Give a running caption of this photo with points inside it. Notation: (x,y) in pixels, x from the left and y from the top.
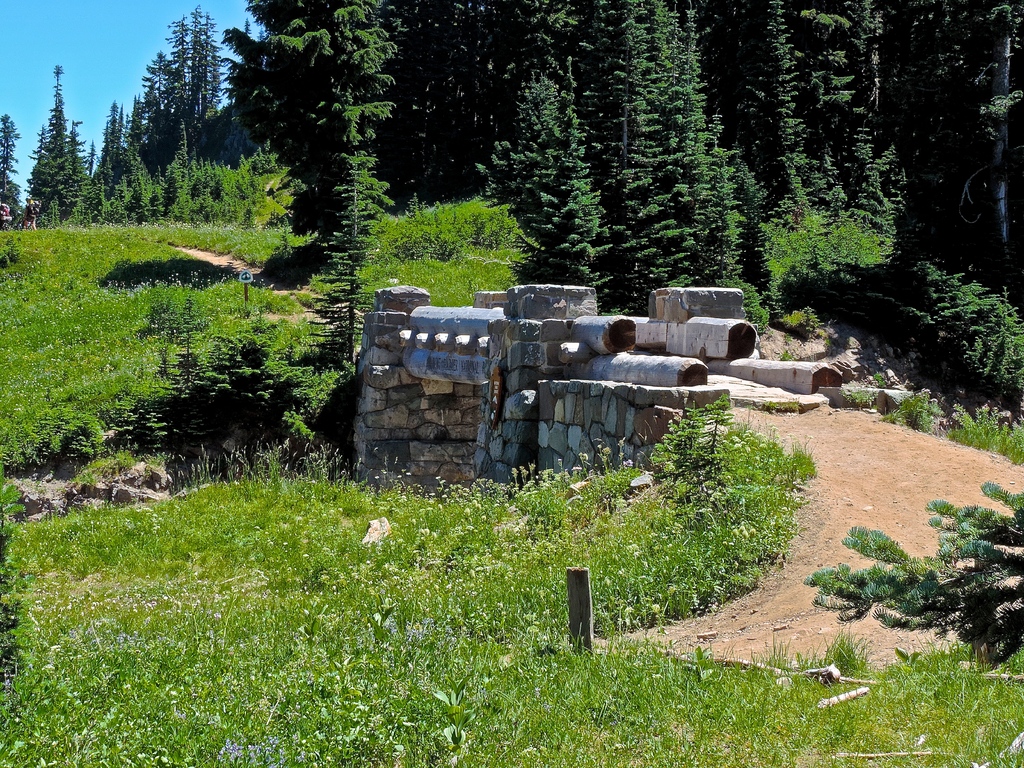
In this image in the foreground (518,317) there is a bridge (558,286) and there are some trees (151,200), in the top left corner (57,58) there is the sky (26,16) and on the land (294,622) there is grass (244,650).
